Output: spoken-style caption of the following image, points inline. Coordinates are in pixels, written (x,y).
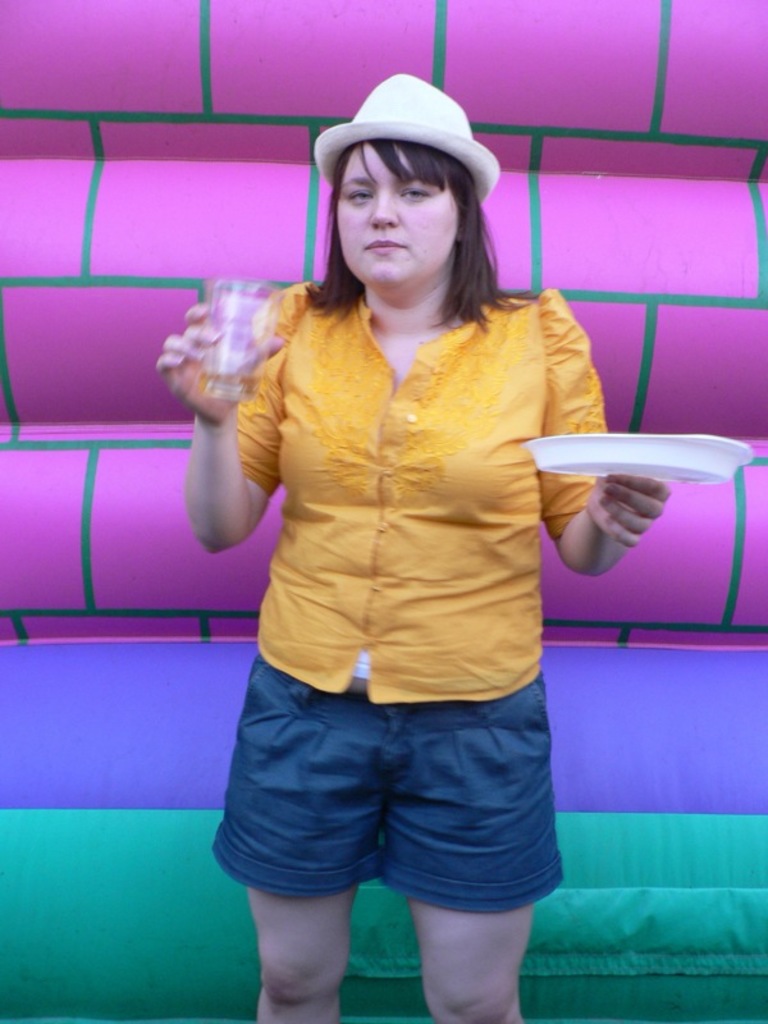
In this picture there is a girl (368,183) standing and holding the plate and glass (224,317). At the back (247,228) it looks like a balloon (487,61).
